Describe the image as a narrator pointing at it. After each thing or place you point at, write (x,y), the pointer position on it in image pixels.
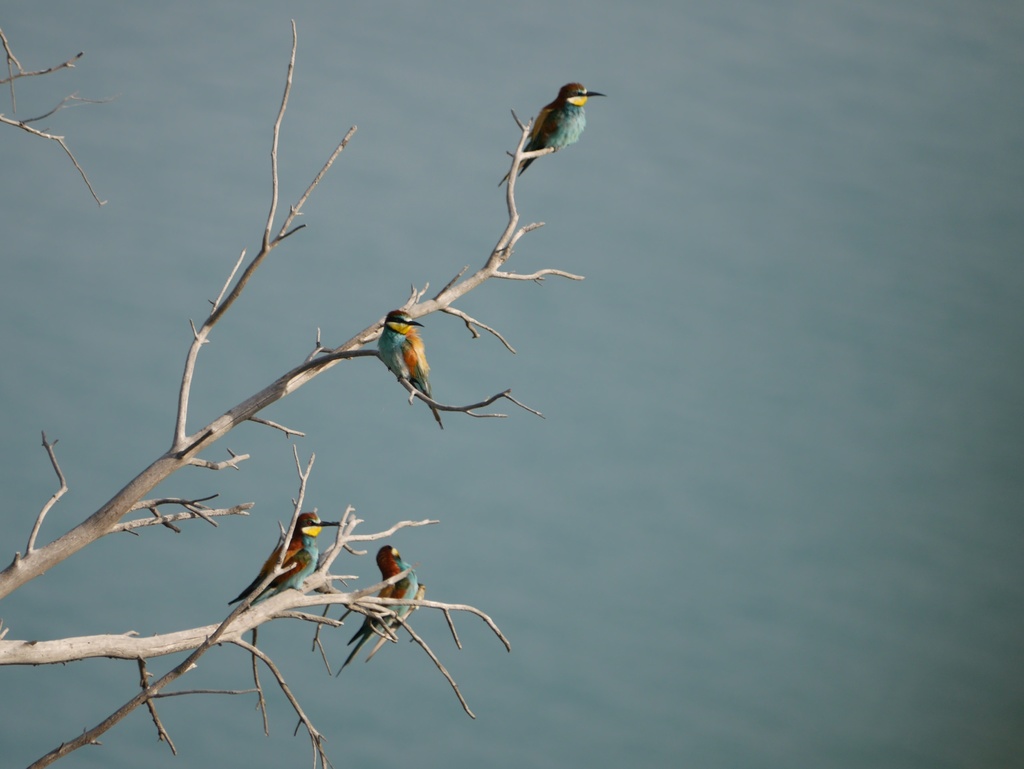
In this picture I can see four birds (311,534) who are standing on this tree branch (217,525). In the background (875,309) it might be the water (876,243) or sky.
